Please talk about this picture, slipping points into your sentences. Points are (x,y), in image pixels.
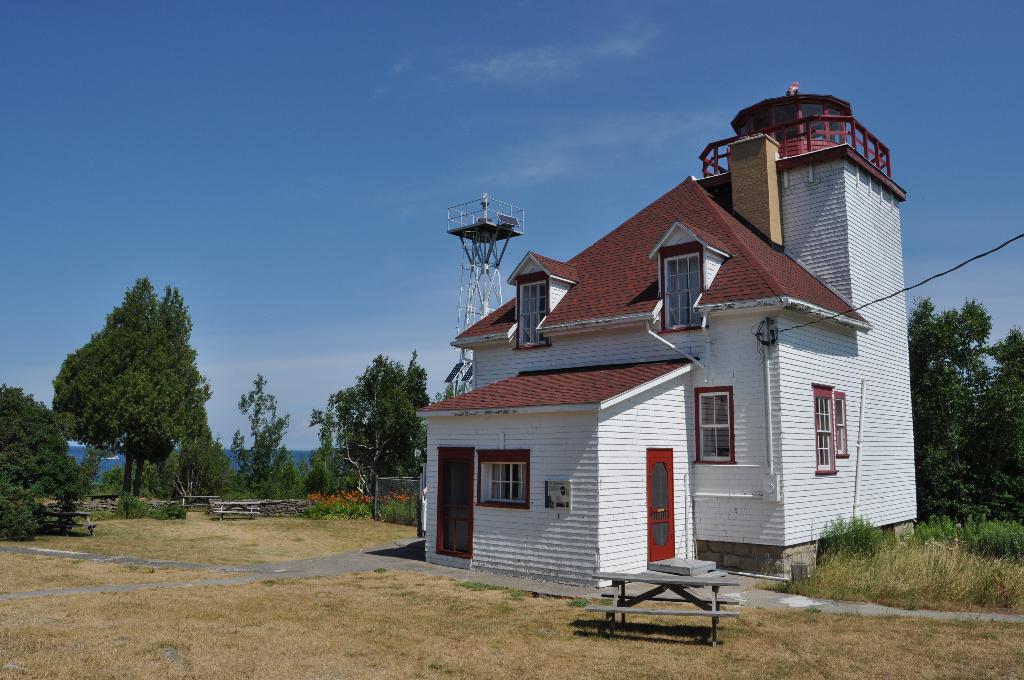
In this image I can see the building (705,324) which is in white and dark brown color. In-front of the building (608,387) I can see the bench (645,598) and the ground (279,573). In the back (16,377) there are many trees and the blue sky (354,139).
